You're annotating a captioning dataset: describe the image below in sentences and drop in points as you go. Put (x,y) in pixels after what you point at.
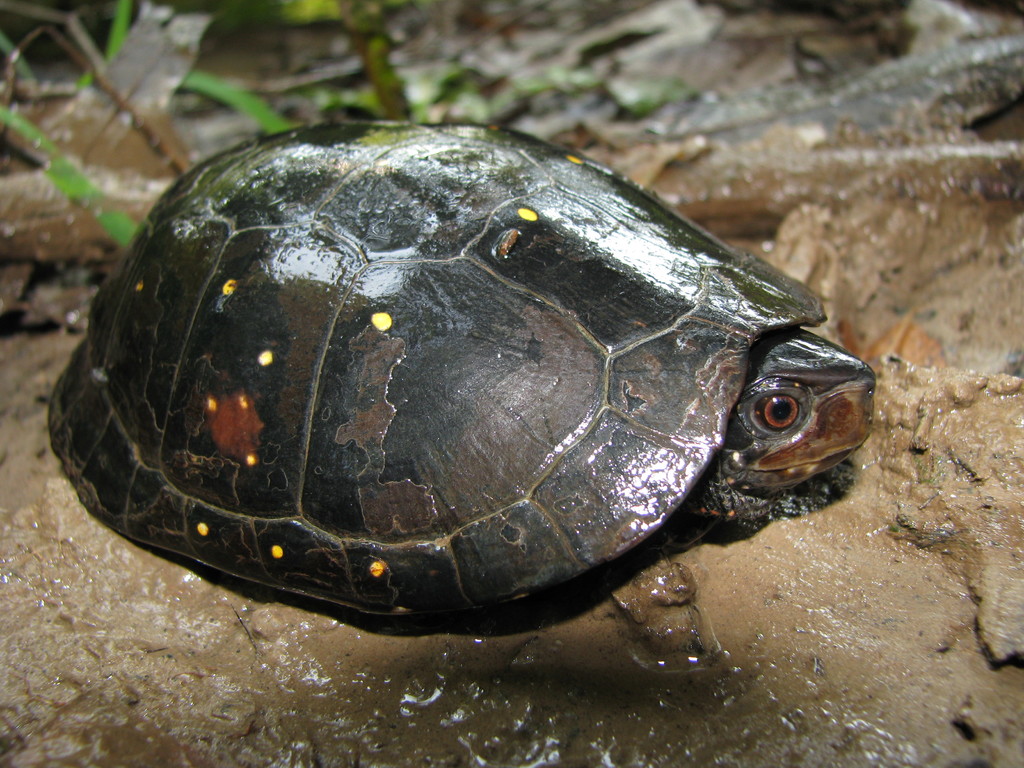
Here we can see a tortoise (648,415) on the mud (708,545).
